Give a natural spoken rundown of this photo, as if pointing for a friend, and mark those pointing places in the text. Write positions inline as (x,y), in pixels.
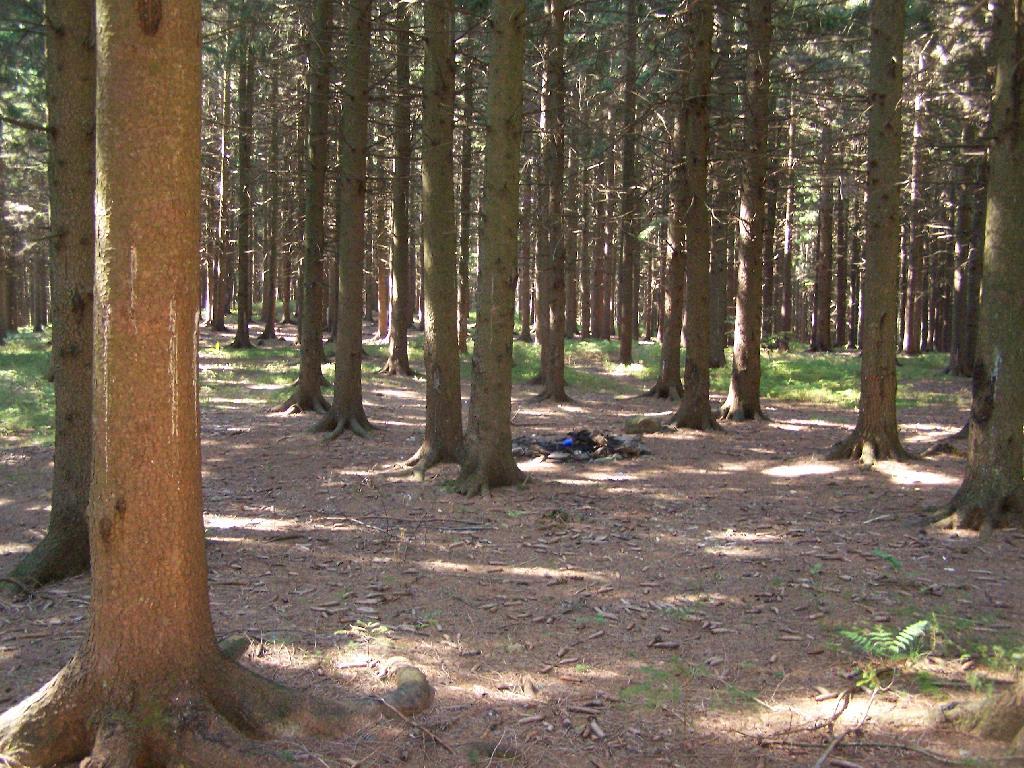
In this picture we can see there are tree trunks (502,150), trees (503,234) and grass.
